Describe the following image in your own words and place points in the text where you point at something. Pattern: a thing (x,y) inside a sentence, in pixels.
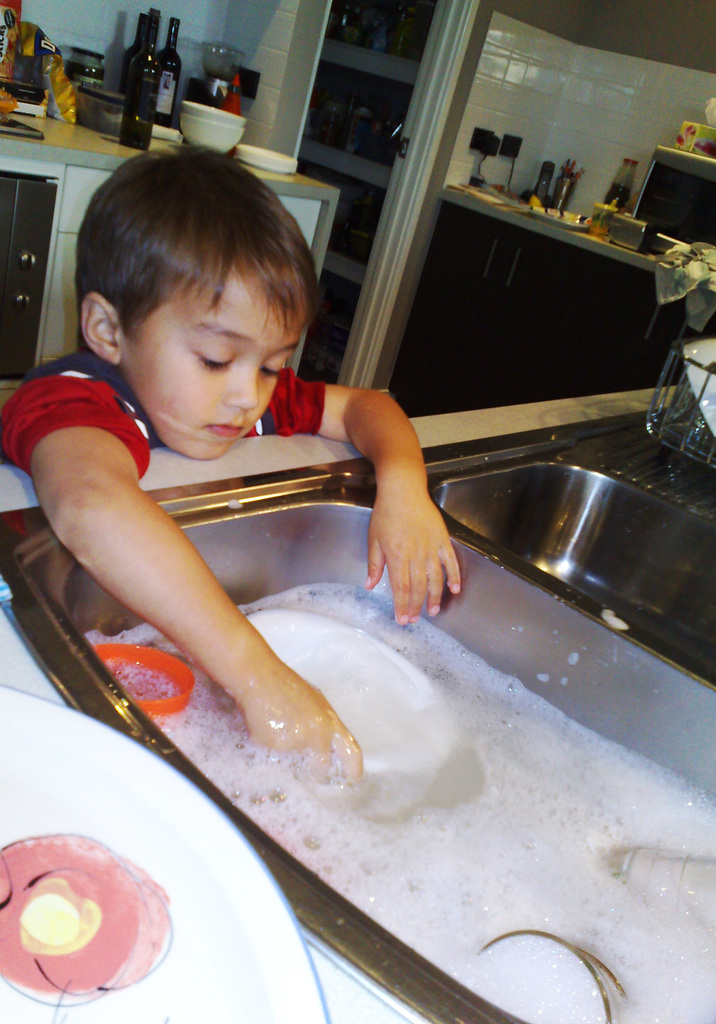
In this picture there is a kid (257,305) washing dishes (687,892) in the sink (505,746). He is wearing a red t shirt (74,398). At the top right (705,240), there is a oven (687,169), bottles (622,176), spoons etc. At the top left (133,56), there are bottles (135,77), cabinets (77,188), bowls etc are placed.
